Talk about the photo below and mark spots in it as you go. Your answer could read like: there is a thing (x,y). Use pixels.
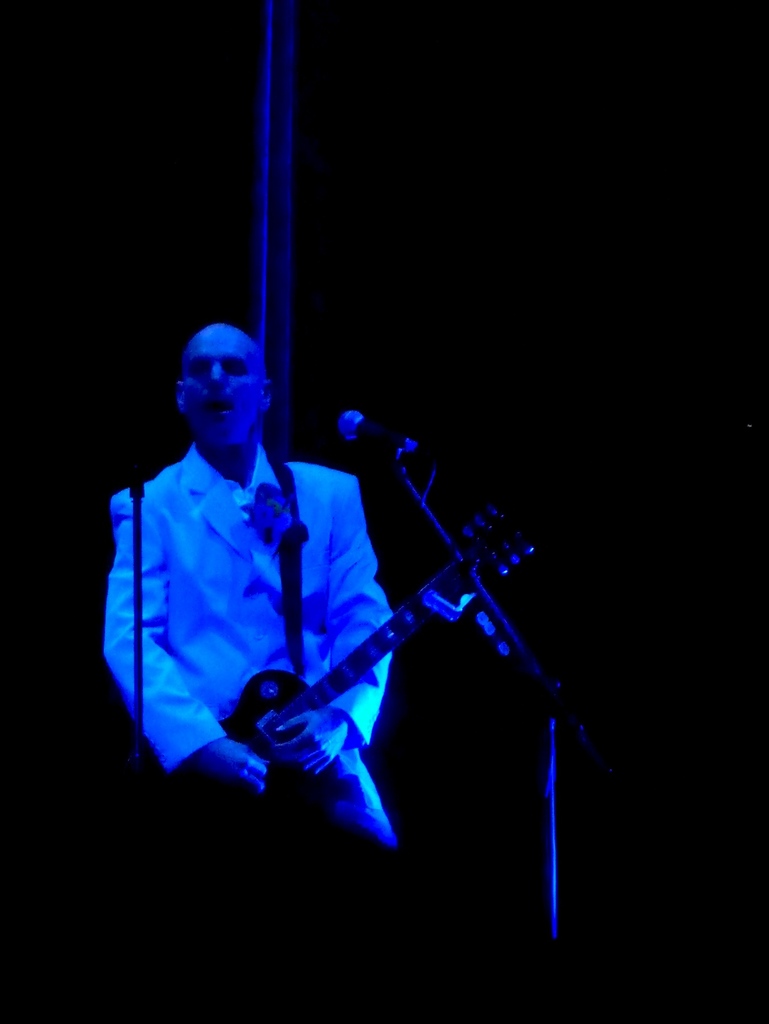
There is a person (244,682) holding guitar (266,677). There is a microphone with stand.
